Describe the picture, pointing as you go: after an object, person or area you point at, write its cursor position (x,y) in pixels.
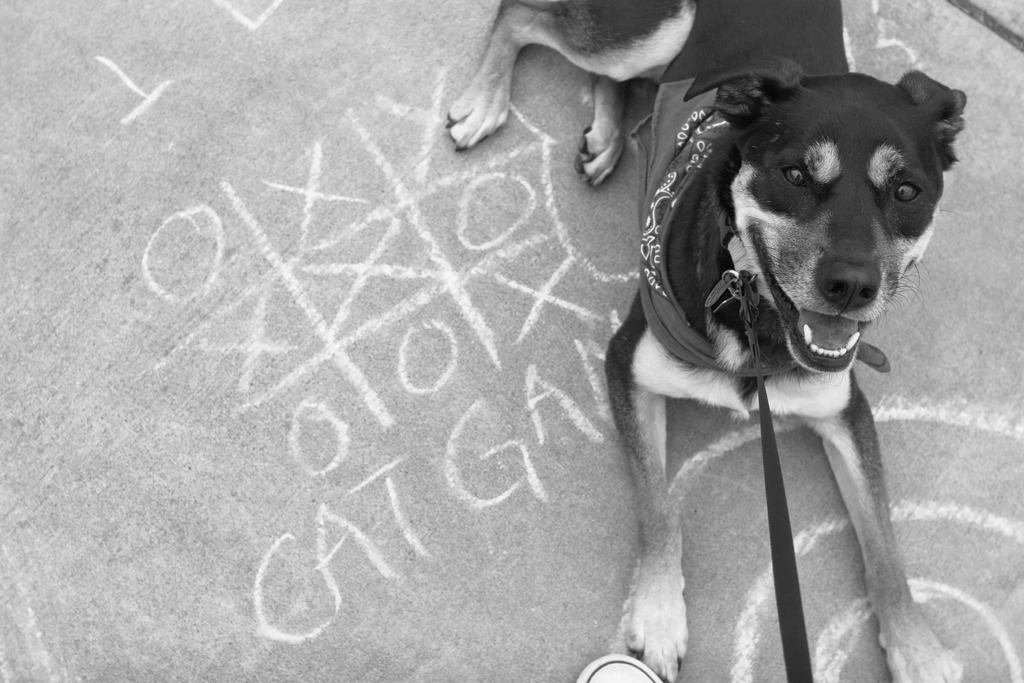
In this picture we can observe a dog (724,319) sitting on the floor (421,142). We can observe a belt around its neck (726,251). There is some text (475,494) on the floor (96,427). This is a black and white image.
